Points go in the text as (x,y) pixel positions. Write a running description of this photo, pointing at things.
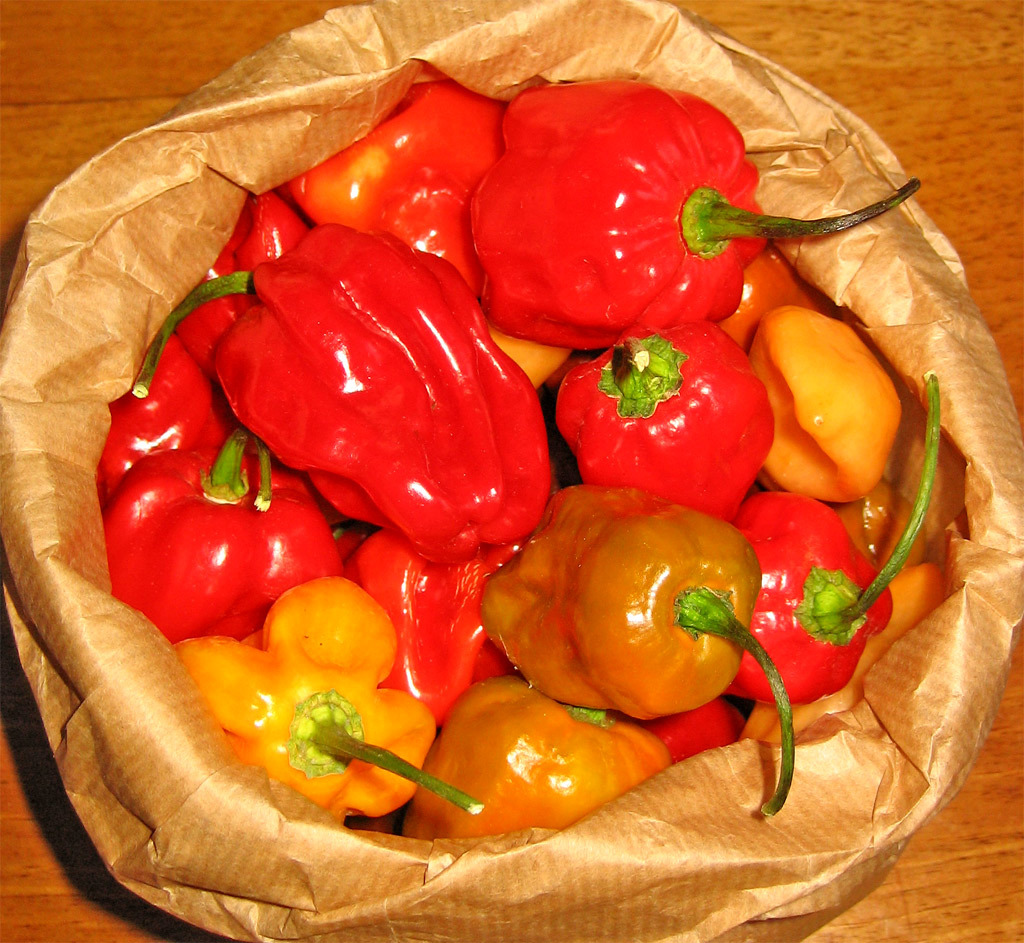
In this image, we can see some big red chilies (563,193) in a bag (825,828).
